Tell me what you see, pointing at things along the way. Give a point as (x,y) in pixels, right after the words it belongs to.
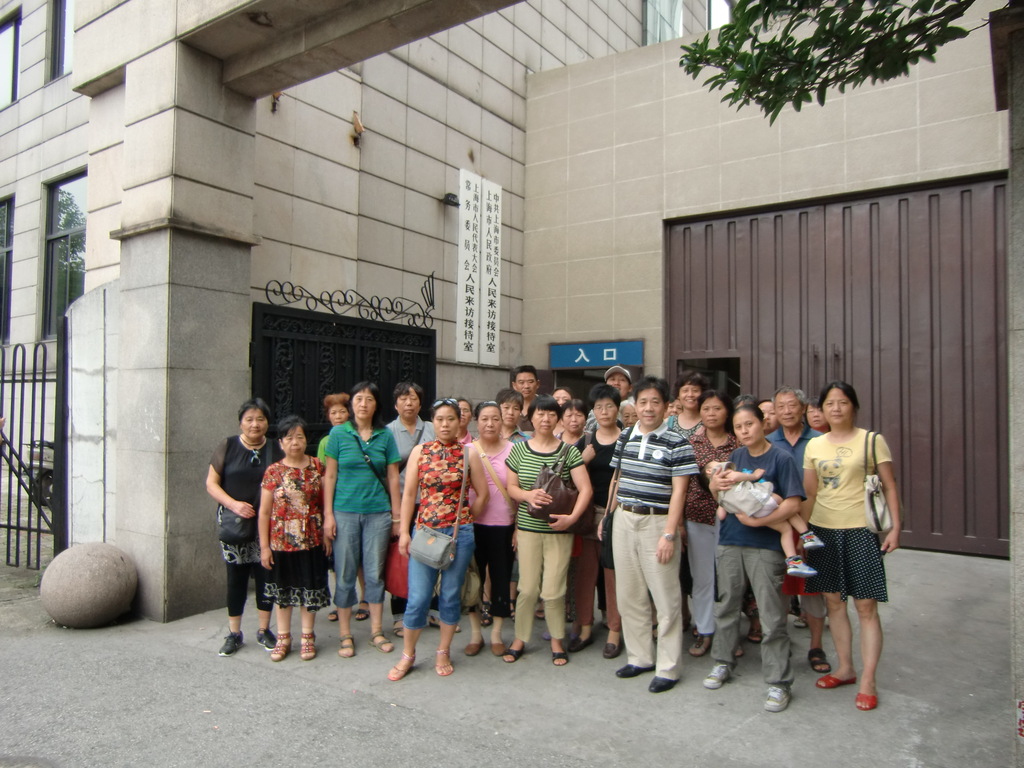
In this image we can see some persons (364,540), bags (558,506) and other objects (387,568). In the background of the image (429,189) there is a building (452,124), gate (431,310), boards (458,359) and other objects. On the right side (785,7) top of the image (770,124) there is a tree (885,61). On the left side of the image (70,562) there is a rock (61,583), gate (53,561), glass windows (60,316) and other objects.
